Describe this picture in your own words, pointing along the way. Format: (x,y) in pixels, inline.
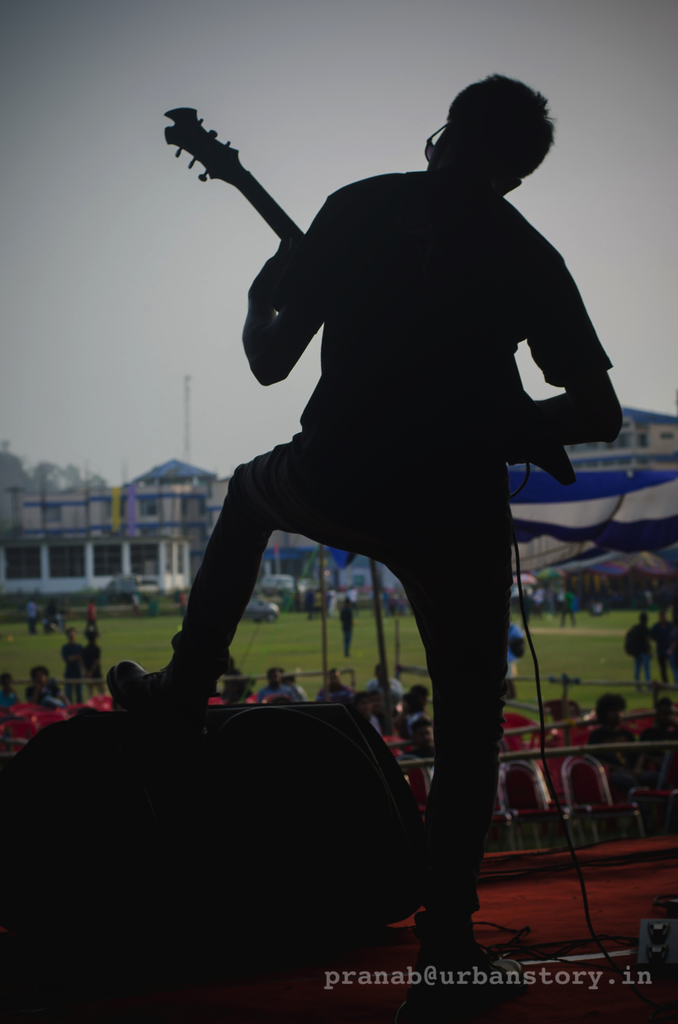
In this image the person (429,422) is standing and holding the guitar (167,143). At the background (108,547) we can see the building (143,515) and a sky (67,426).
